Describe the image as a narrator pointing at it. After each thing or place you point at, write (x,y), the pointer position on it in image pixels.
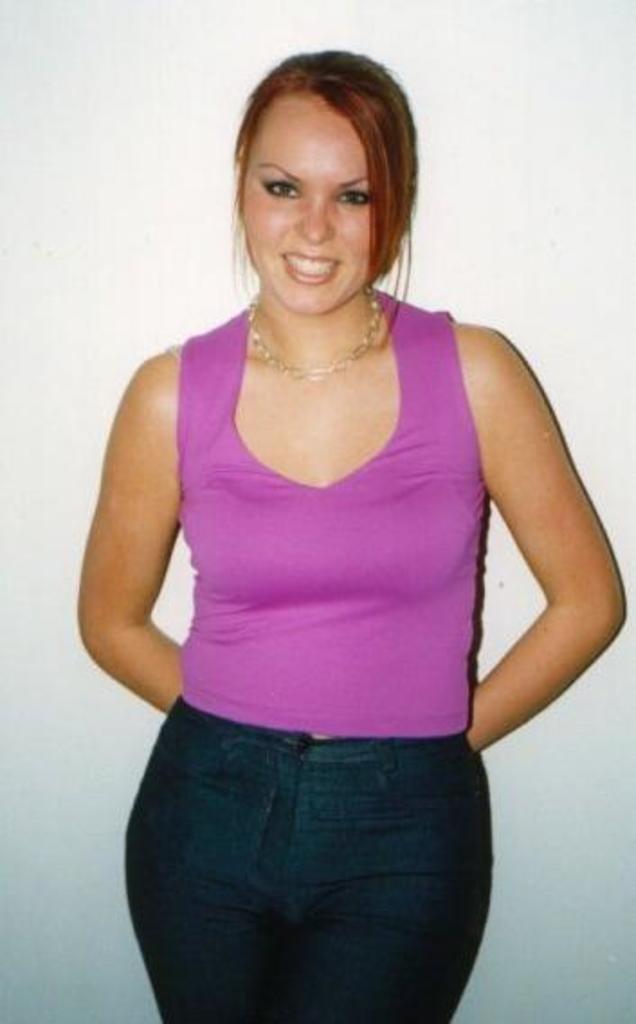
In the image there is a woman (286,651), she is wearing purple top (244,566) and a trouser (337,789). She is smiling and posing for the photograph and there is a wall (28,24) behind the women (422,616).
